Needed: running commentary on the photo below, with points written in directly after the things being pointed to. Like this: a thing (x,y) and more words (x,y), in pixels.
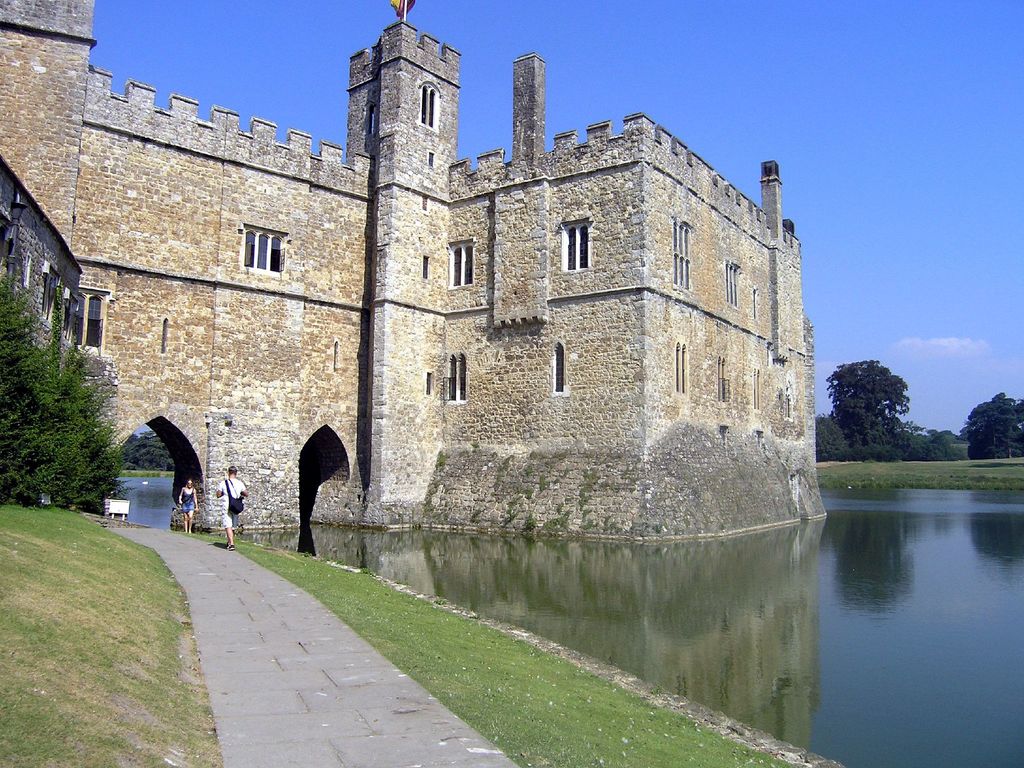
In the picture I can see two persons (235,521) standing and there is a greenery ground (145,550) on either sides of them and there are few trees (55,414) in the left corner (69,418) and there is water (796,620) in the right corner (793,641) and there is a building (376,330) which is made of bricks (399,308) in the background (396,278).
